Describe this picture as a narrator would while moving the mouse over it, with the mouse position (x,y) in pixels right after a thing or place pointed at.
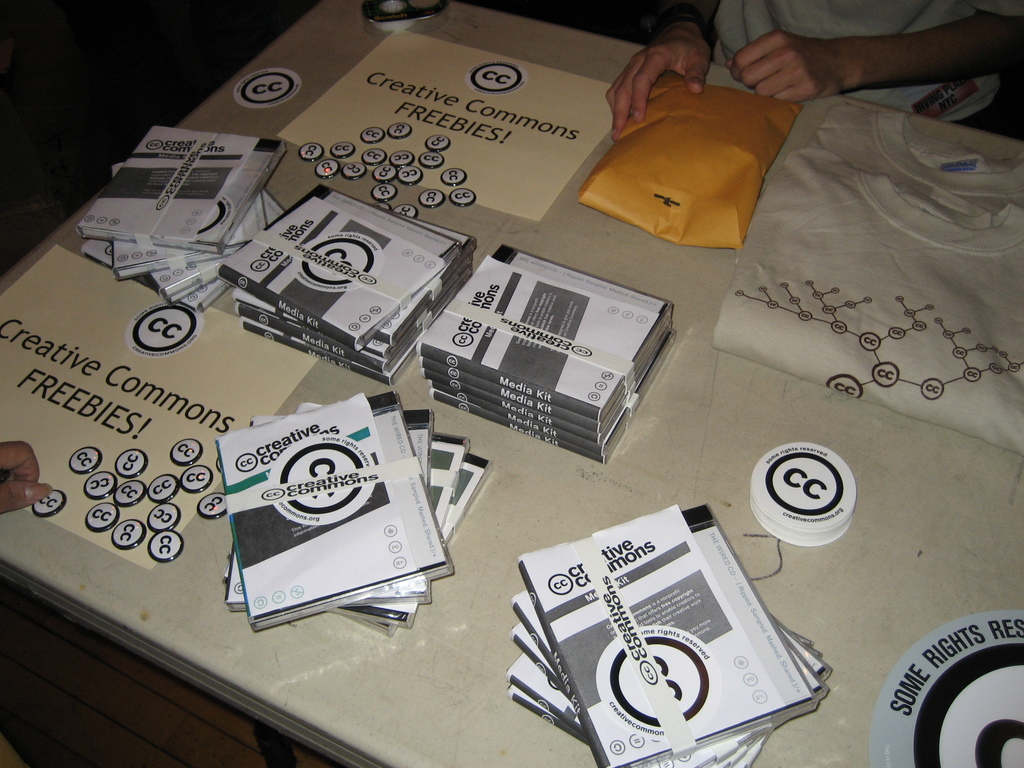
In this picture I can see a table (338,45) in front (497,532), on which there are coins (139,532), number of boxes (415,454) and I can see 2 t-shirts (903,194). I can also see something is written on the table (709,291) and I see 2 persons (740,70). On the center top of this picture (671,136) I can see an orange color thing (667,138).
